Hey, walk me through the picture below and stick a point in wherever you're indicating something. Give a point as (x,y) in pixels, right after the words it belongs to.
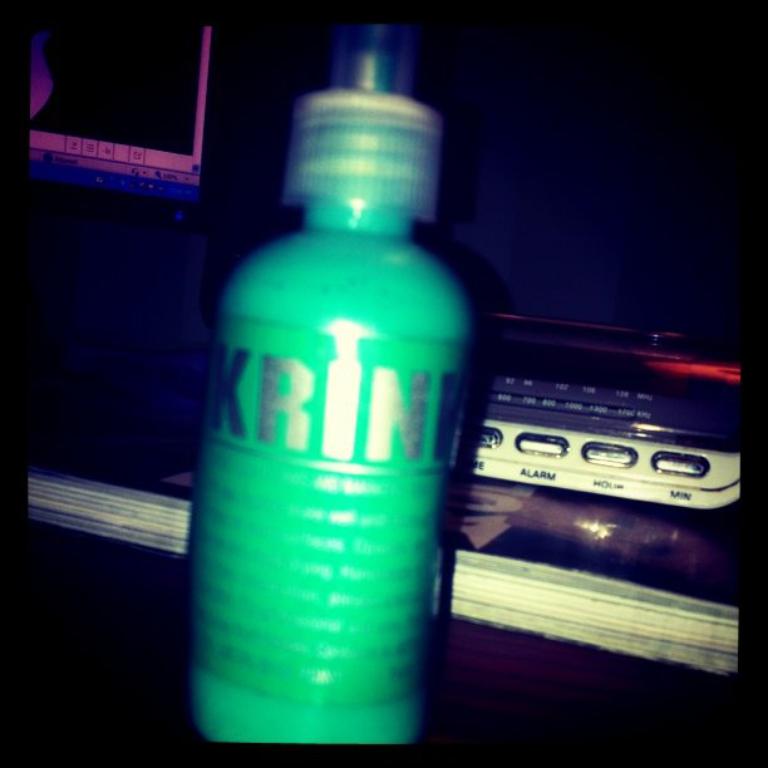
There is a green bottle (319,451) which has something written on it.
